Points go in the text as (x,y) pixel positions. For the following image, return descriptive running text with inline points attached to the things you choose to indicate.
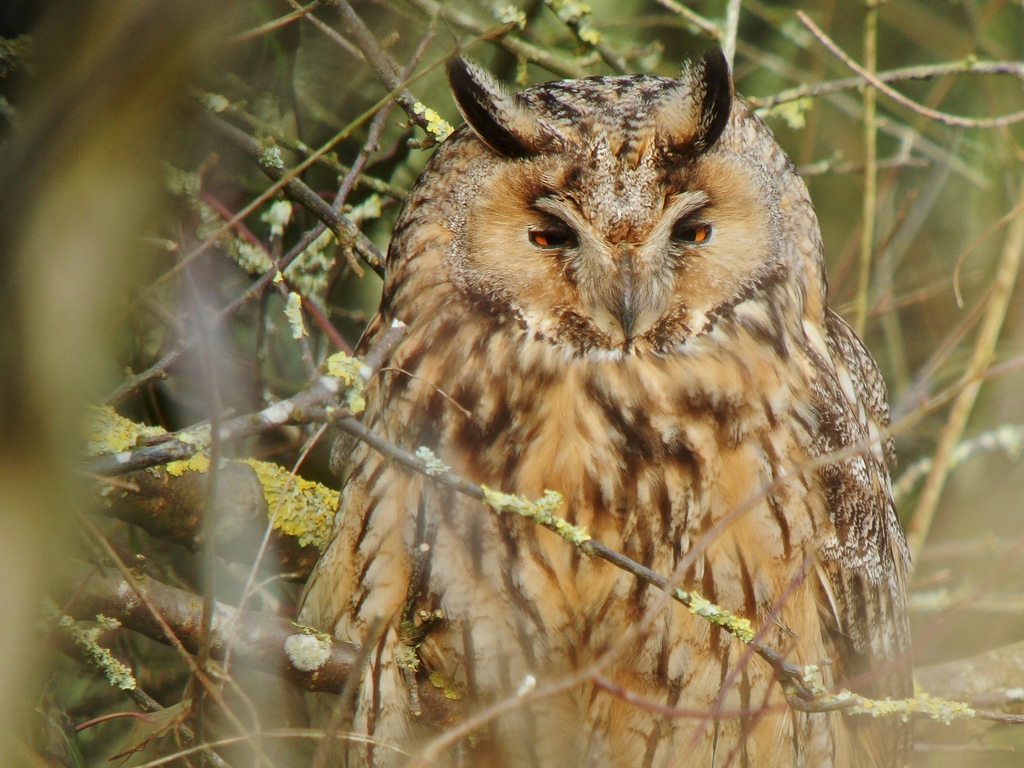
In this image there is a bird (625,577). There are branches (174,484) of the trees (204,490).
